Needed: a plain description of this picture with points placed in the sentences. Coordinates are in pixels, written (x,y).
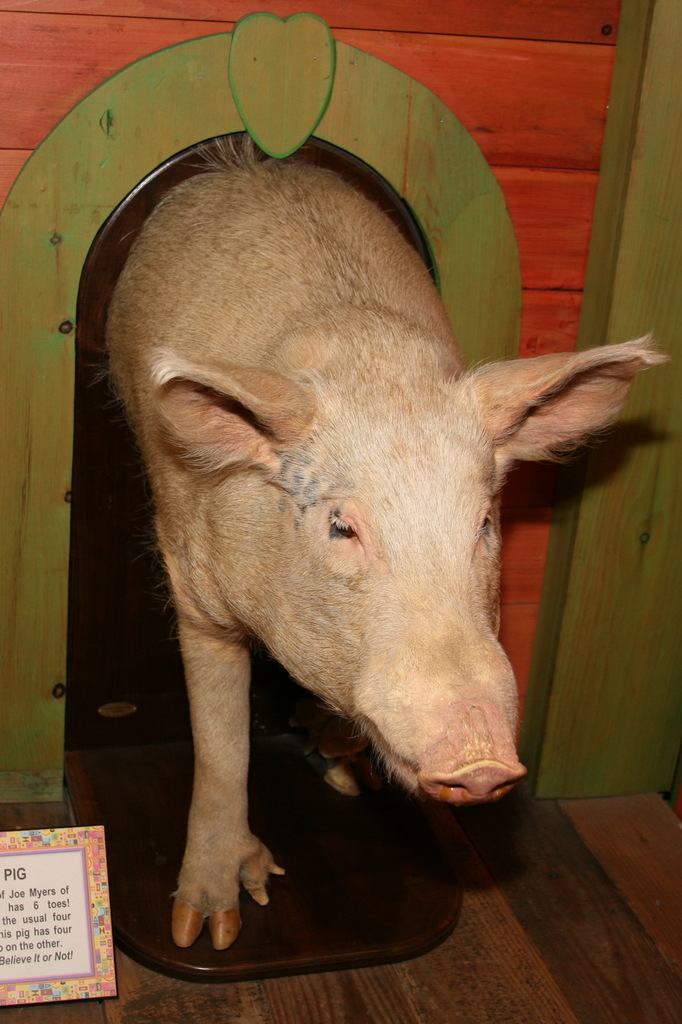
There is a pig (267,236) which is coming from kennel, near a small hoarding (62,887). Which is on the floor (155,997). In the background (28,43), there is a red color wall (591,219).
